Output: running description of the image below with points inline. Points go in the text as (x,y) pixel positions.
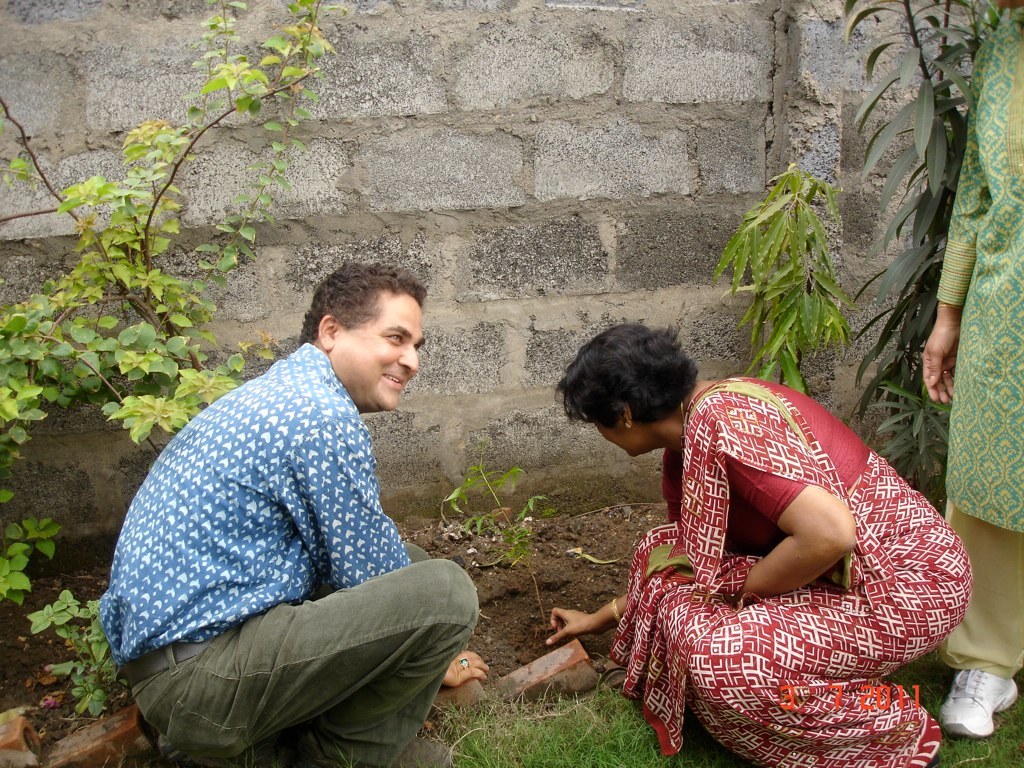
In this image we can see there is a person (400,559) with a smile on his face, beside him there is a woman (616,617) planting a plant (536,575), on the right side of the image (993,154) there is another woman (985,579), in front of them there are plants (833,208) and trees (151,215). In the background (440,167) there is a wall (522,208) with bricks (541,262).
